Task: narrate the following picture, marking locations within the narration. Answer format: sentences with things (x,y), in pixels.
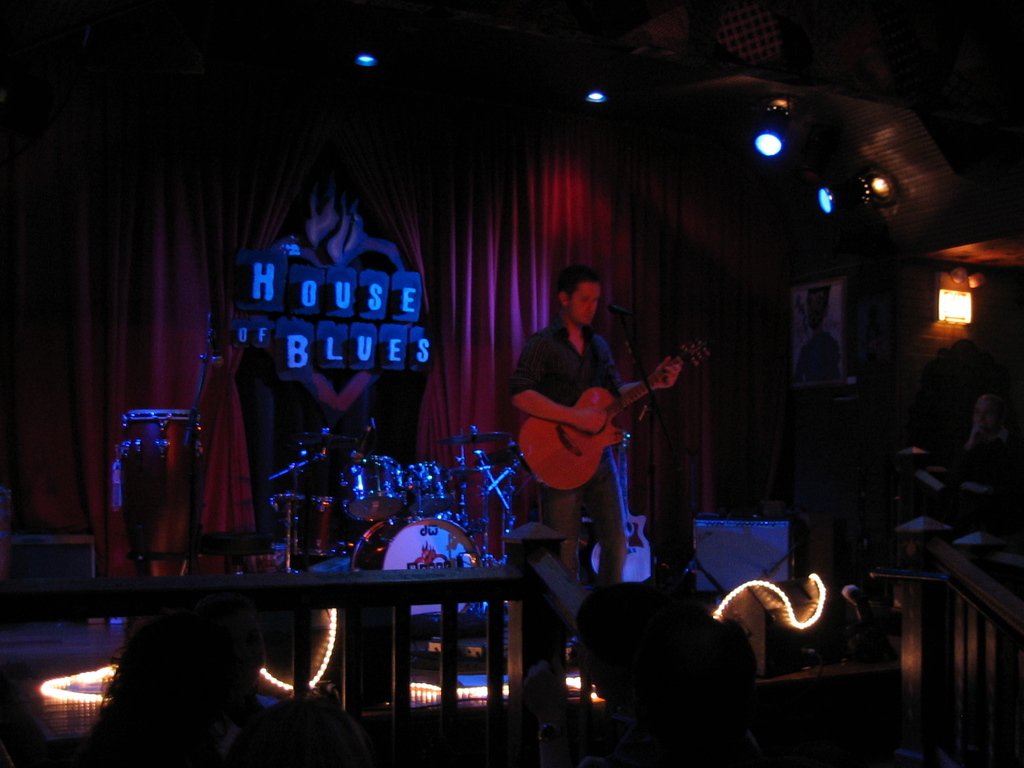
This person (543,353) is standing and playing a guitar (596,405) in-front of mic (618,311). These are focusing lights (822,190). This is a red curtain (291,182). These are musical instruments (363,490). A picture (833,361) on wall (849,357).
